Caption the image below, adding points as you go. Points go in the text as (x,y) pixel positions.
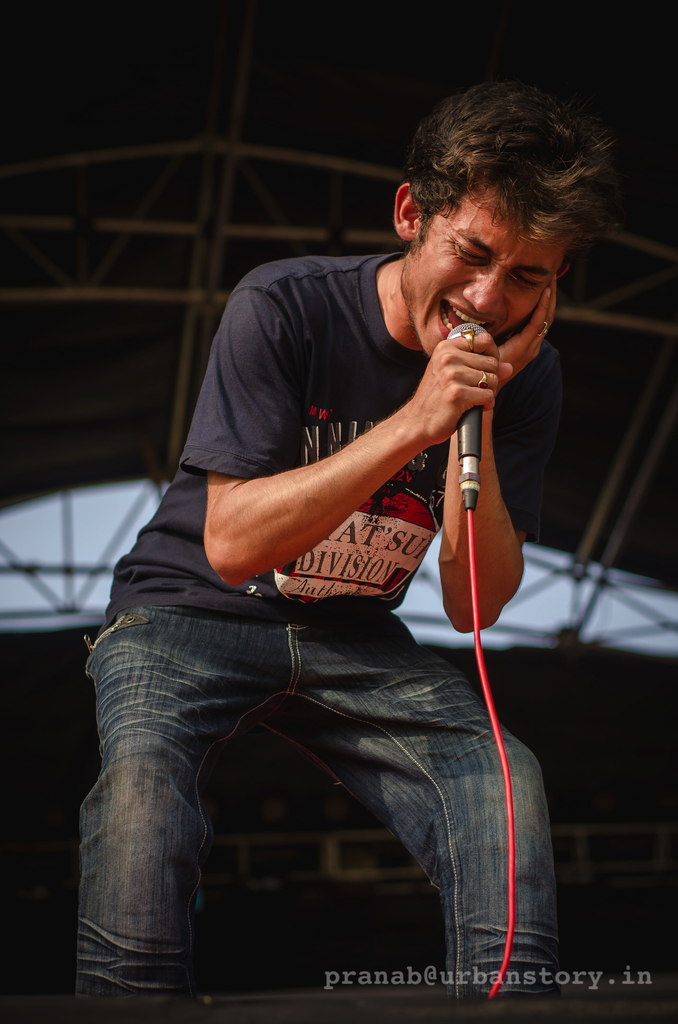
In this picture a man (417,472) is singing with the help of microphone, in the background (239,78) we can see couple of metal rods (95,288).
